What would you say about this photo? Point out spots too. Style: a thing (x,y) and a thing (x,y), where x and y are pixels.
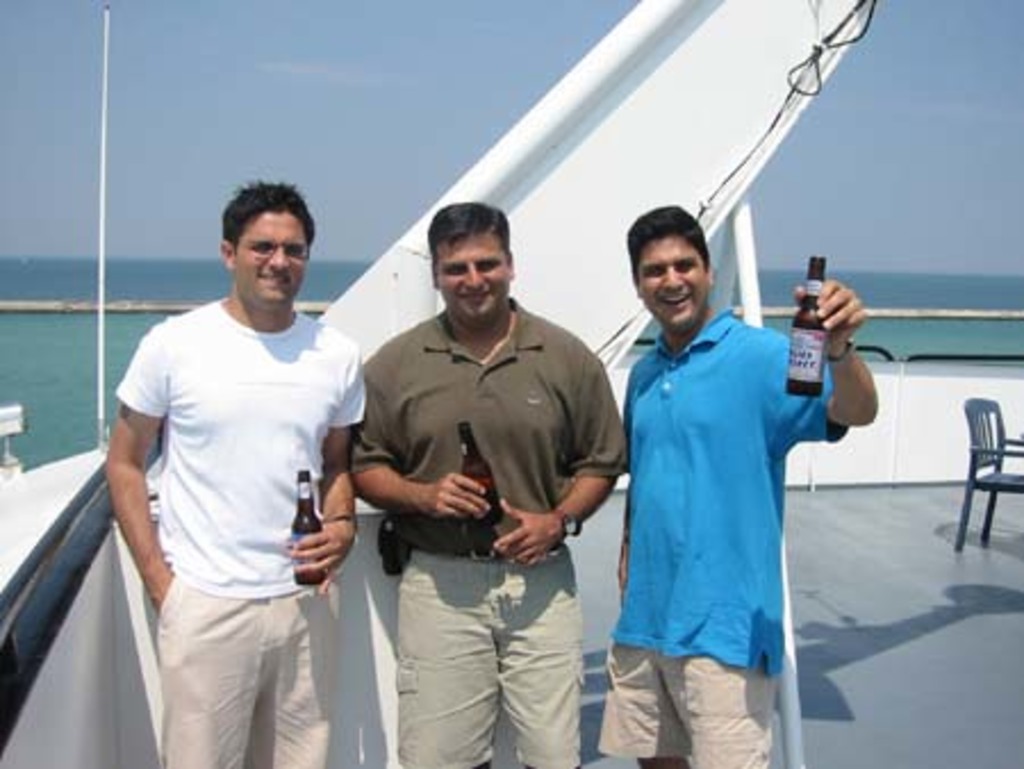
In this image I can see three persons (337,389) standing, the person (748,405) at right (748,405) is wearing blue shirt (705,602), cream short (749,688) and holding a bottle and the person (213,431) at left (233,431) is wearing white shirt (208,574), cream short (208,615). Background (894,283) I can see the water (50,366) and the sky (155,78) is in blue color.
